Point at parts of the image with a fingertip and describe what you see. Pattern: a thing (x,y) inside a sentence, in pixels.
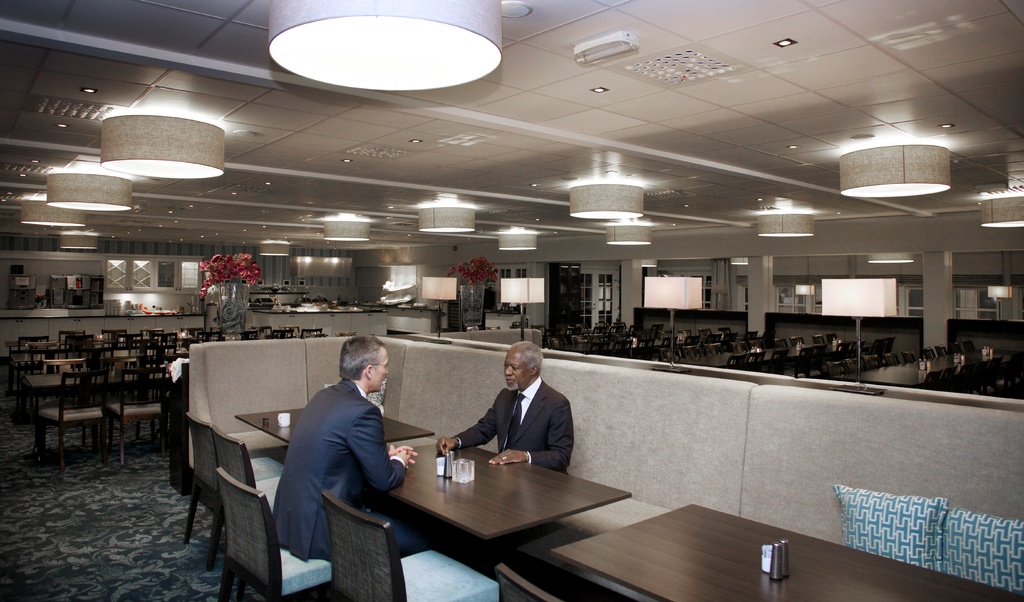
This is a picture of restaurant (134,397). This is a ceiling (618,129) and lights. We can see flower vases (222,293), lot many empty chairs (882,347) and tables (913,369). We can see two men (457,448) sitting on chairs (249,518), opposite to each of them. This is a floor (88,517).
